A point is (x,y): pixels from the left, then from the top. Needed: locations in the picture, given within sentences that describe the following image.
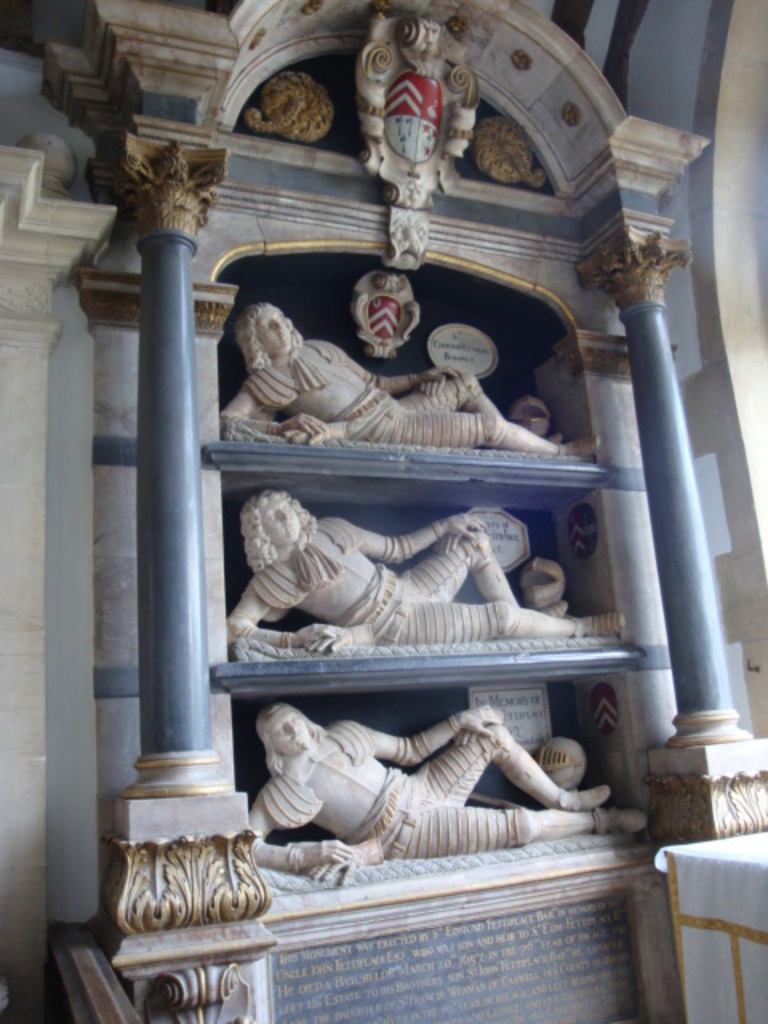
In this image we can see statues (353,816) on the racks (449,663). There are pillars (673,563). Below the racks (487,899) there is something written on the wall (471,945). And there are few other sculptures (381,108) on the wall (252,143).
